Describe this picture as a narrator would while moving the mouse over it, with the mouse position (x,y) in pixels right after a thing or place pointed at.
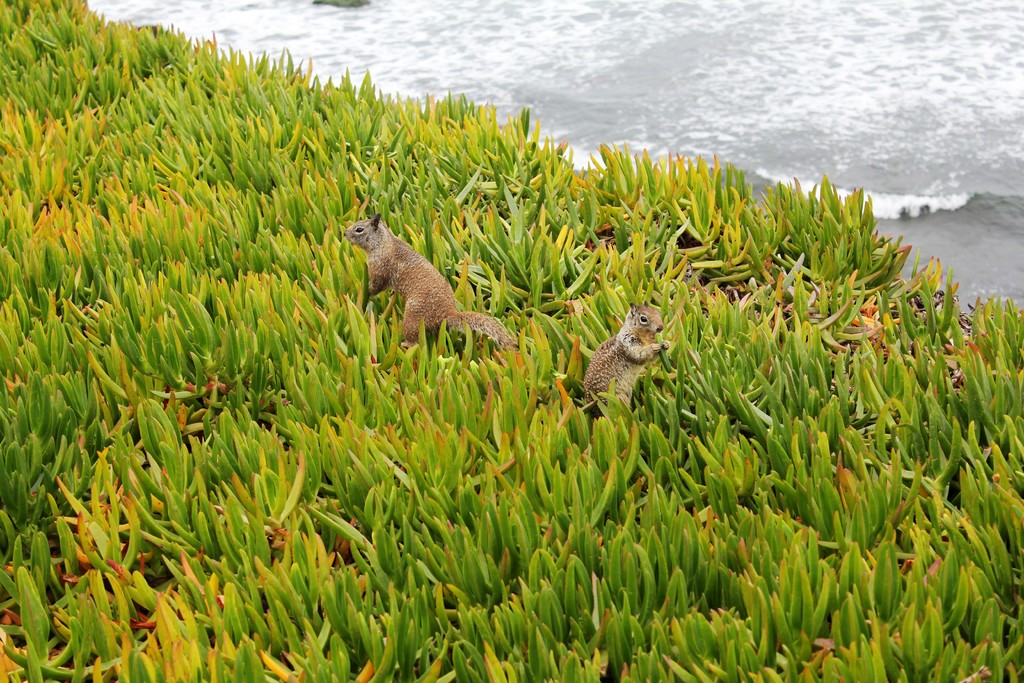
On the image there are leaves (270,291) with two animals (629,386) in it. At the top of the image (362,66) there is water (643,64).
